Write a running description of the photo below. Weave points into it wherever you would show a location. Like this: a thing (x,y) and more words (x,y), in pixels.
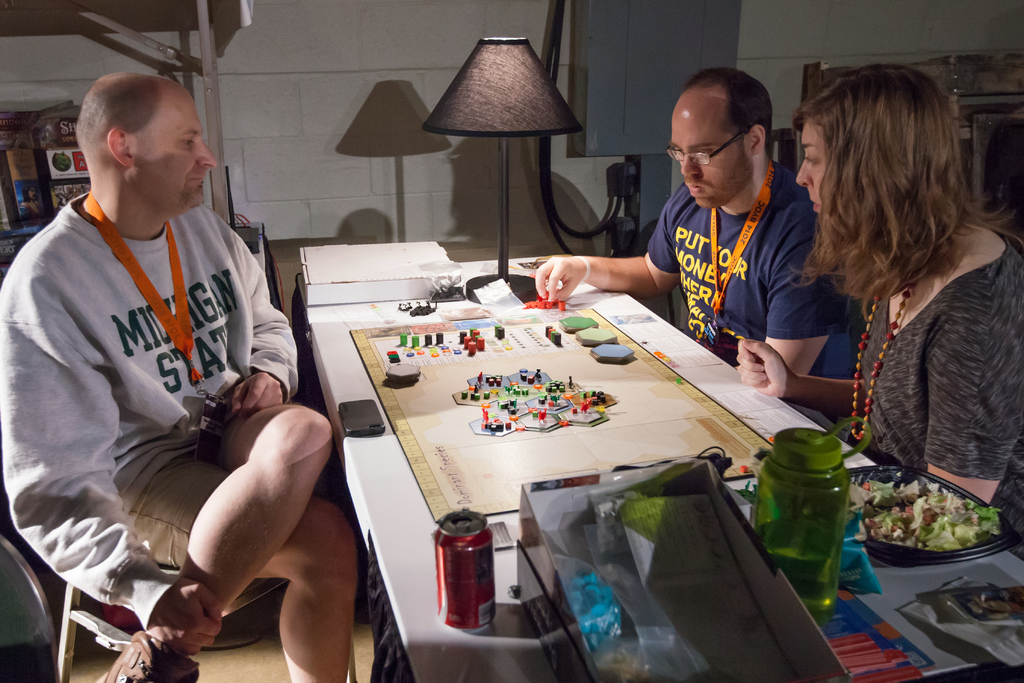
This picture shows three people (698,307) seated on the chairs (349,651) and playing a game on the table (399,476), and we see a water bottle (787,457) and a salad bowl (869,513) on it
